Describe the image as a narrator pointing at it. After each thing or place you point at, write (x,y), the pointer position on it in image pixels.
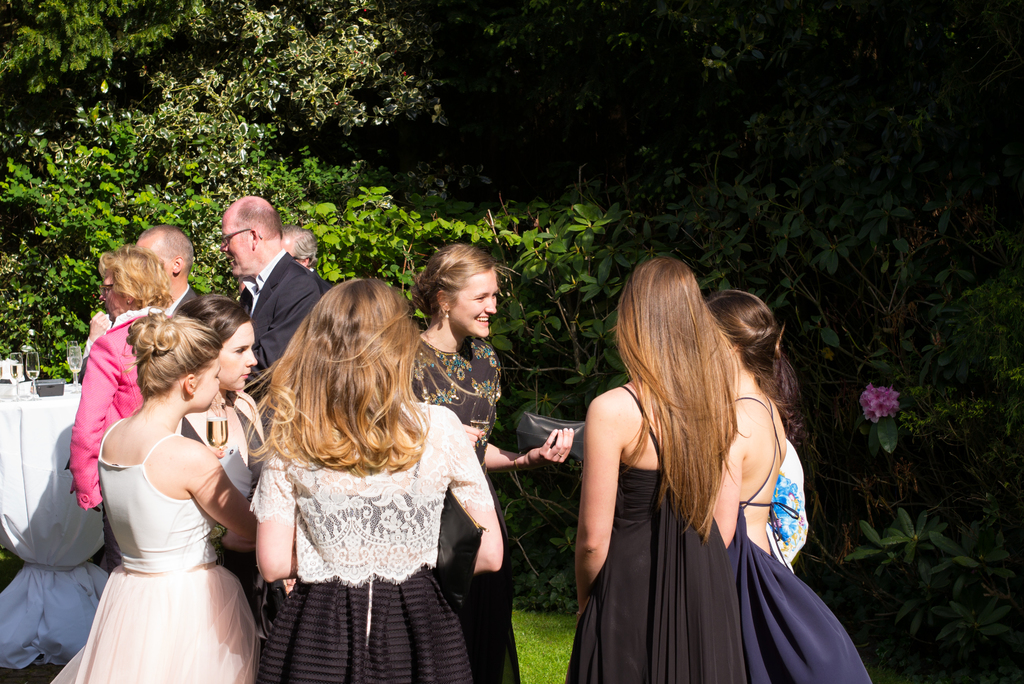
In this image, we can see a group of people (173,342) wearing clothes (331,286). There are some plants (867,211) in the middle of the image (364,249). There is a table (51,415) on the left side of the image (38,421) covered with a cloth (36,521). This table (52,560) contains glasses (31,373).
